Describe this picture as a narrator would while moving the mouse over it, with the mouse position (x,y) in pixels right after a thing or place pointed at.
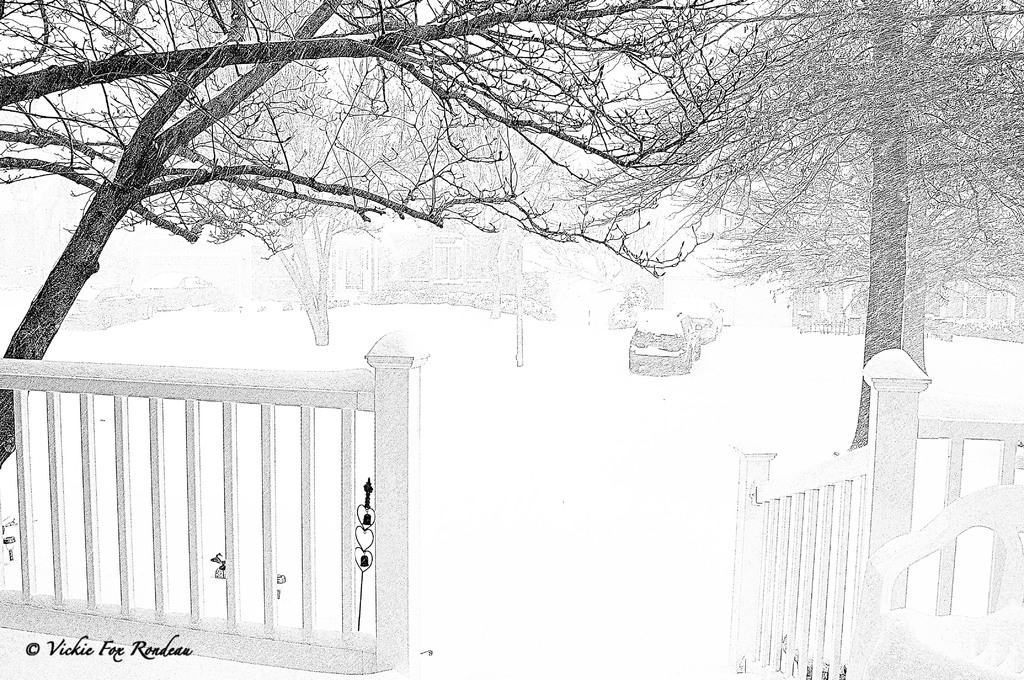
In this black and white image, we can see some trees (68,167). There are cars (666,344) and snow (552,348) in the middle of the image (538,363). There are grills (399,532) in the bottom left (178,500) and in the bottom right of the image (891,489). There is a chair (948,512) in the bottom right of the image (916,547).
